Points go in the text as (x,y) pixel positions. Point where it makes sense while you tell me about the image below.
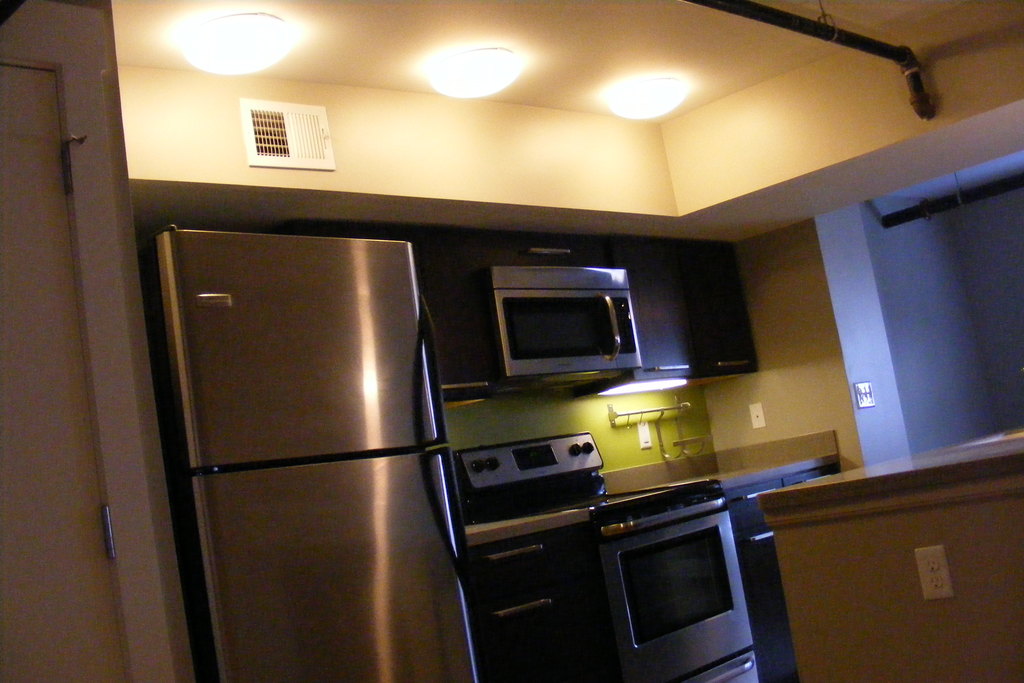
In this image we can see a refrigerator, microwave oven (566,321), a device (518,462) and the cupboards (753,516). On the right side of the image (699,442) we can see a stand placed on wall (795,398), table (970,558) and some pipes (927,115). In the left side of the image (29,395) we can see a door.
